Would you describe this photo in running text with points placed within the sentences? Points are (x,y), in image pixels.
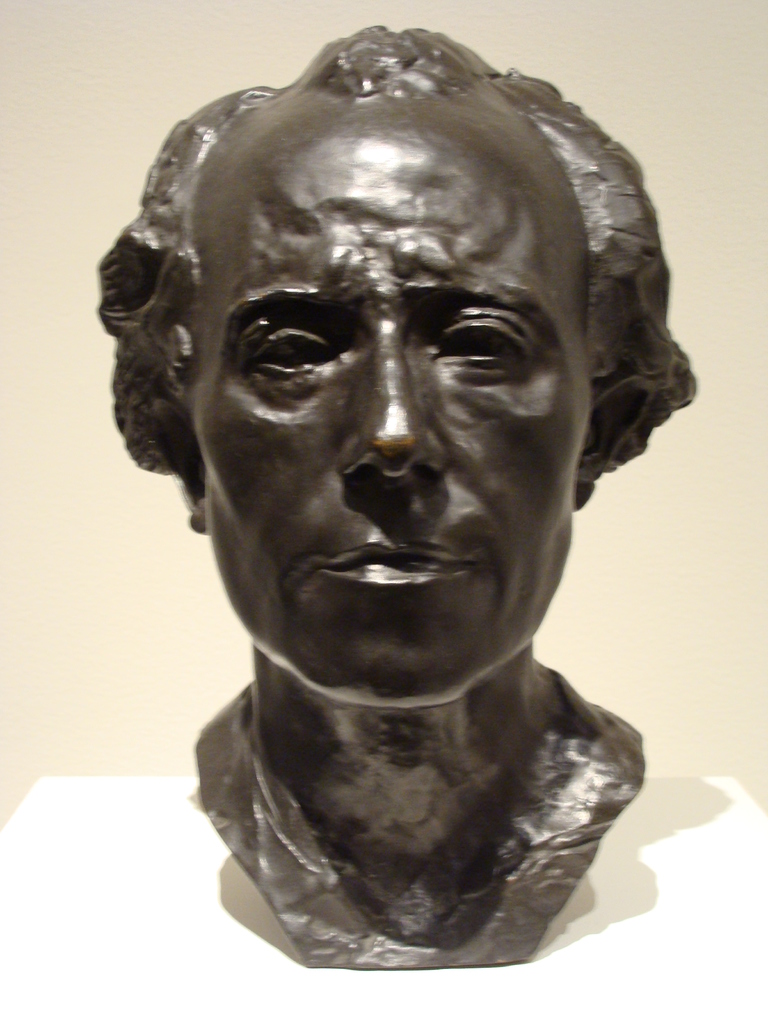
In this image we can see statue (364,607) of person's head (260,801) on a white object (504,982).
